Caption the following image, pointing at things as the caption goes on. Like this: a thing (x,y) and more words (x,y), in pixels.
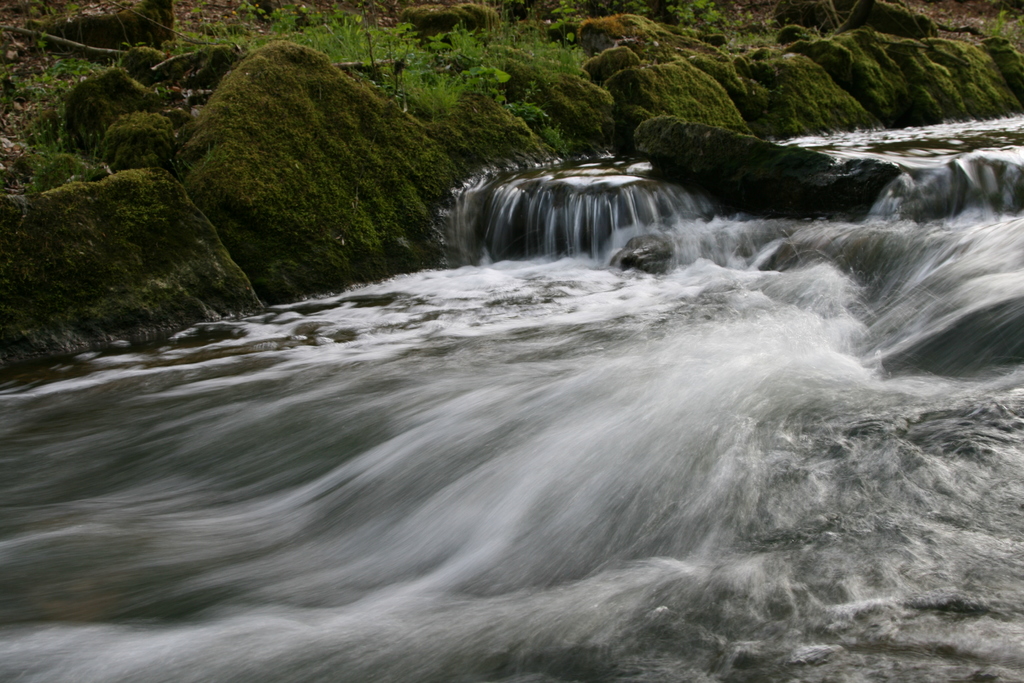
There is water (741,548) and there are rocks (664,101) and plants (31,132) at the back (550,60).
